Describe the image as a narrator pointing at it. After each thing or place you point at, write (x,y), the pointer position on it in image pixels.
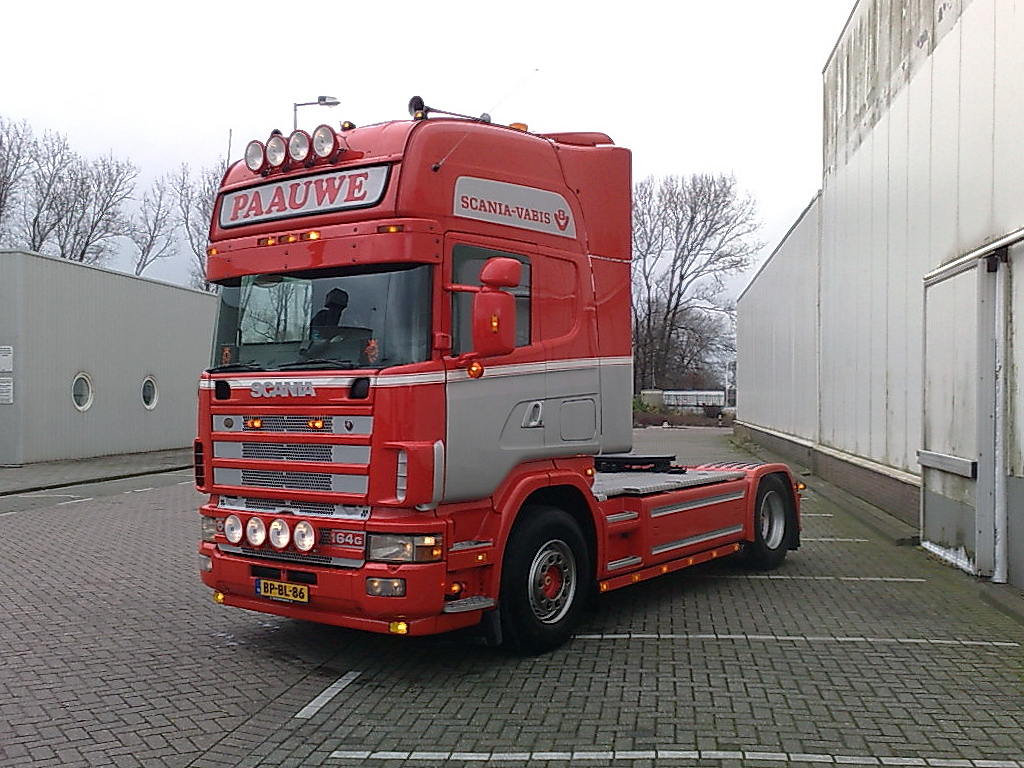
In this picture, we can see a vehicle (626,579), building (925,465), ground (197,663), trees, poles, light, and the sky (643,31).
